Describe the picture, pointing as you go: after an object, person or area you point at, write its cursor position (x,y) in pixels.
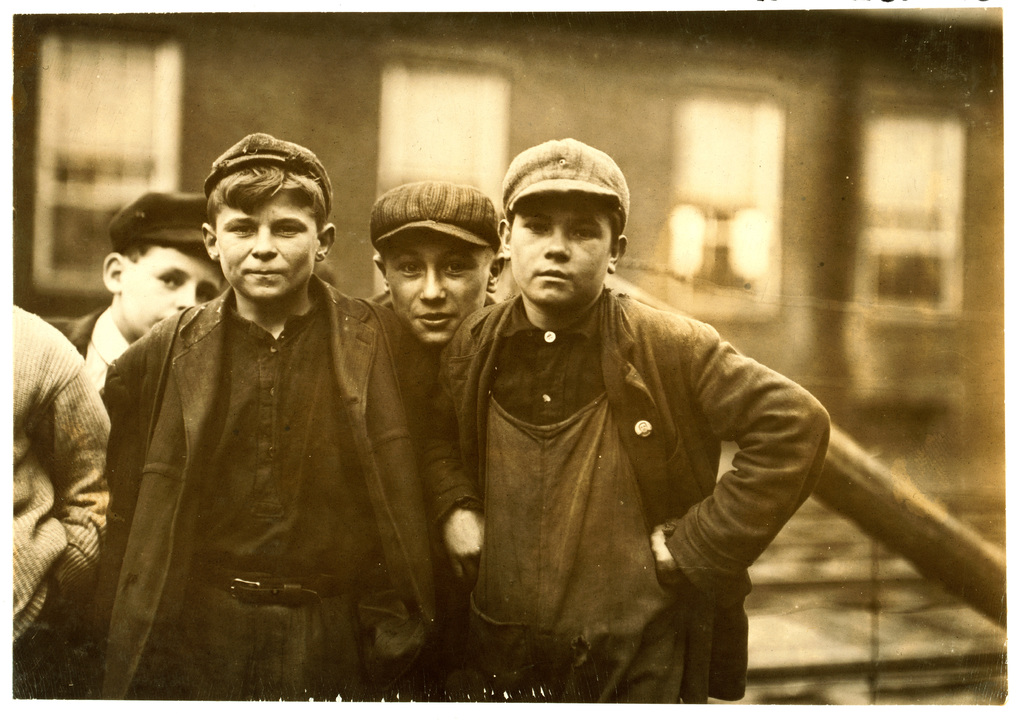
In the front of the image (429,182) I can see people (635,461) standing and wearing caps (129,222). In the background of the image (821,270) it is blurry. There is a building (866,150) and a rod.
